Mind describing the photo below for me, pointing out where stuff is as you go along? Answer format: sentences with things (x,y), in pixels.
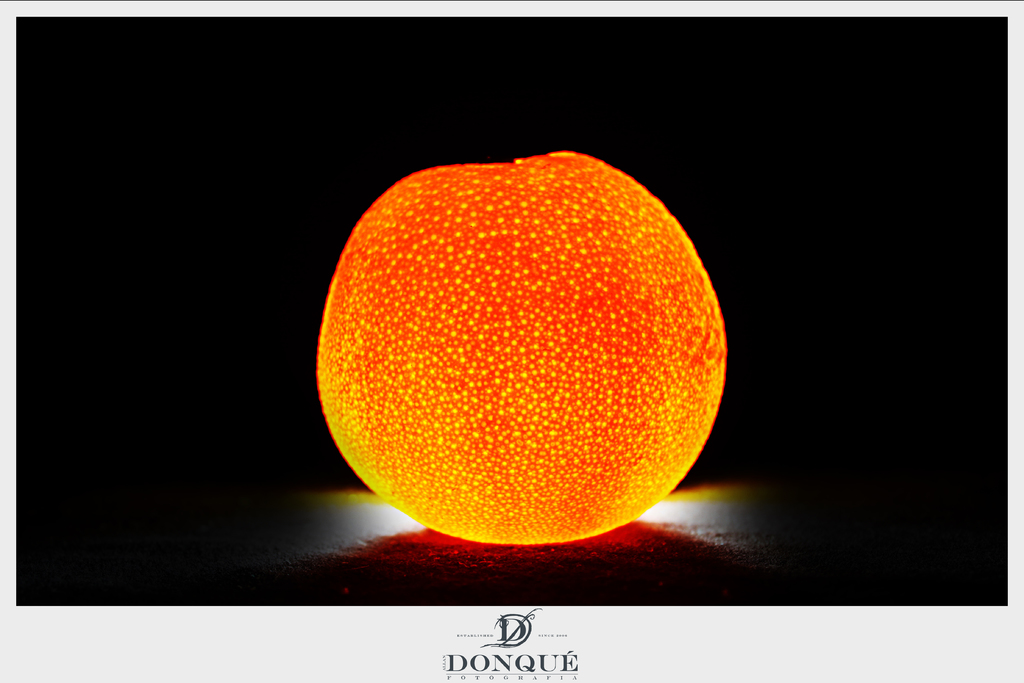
In this picture I can see a graphical image (349,358) and I can see text (499,677) at the bottom of the picture (501,659) and I can see dark background (64,166).
